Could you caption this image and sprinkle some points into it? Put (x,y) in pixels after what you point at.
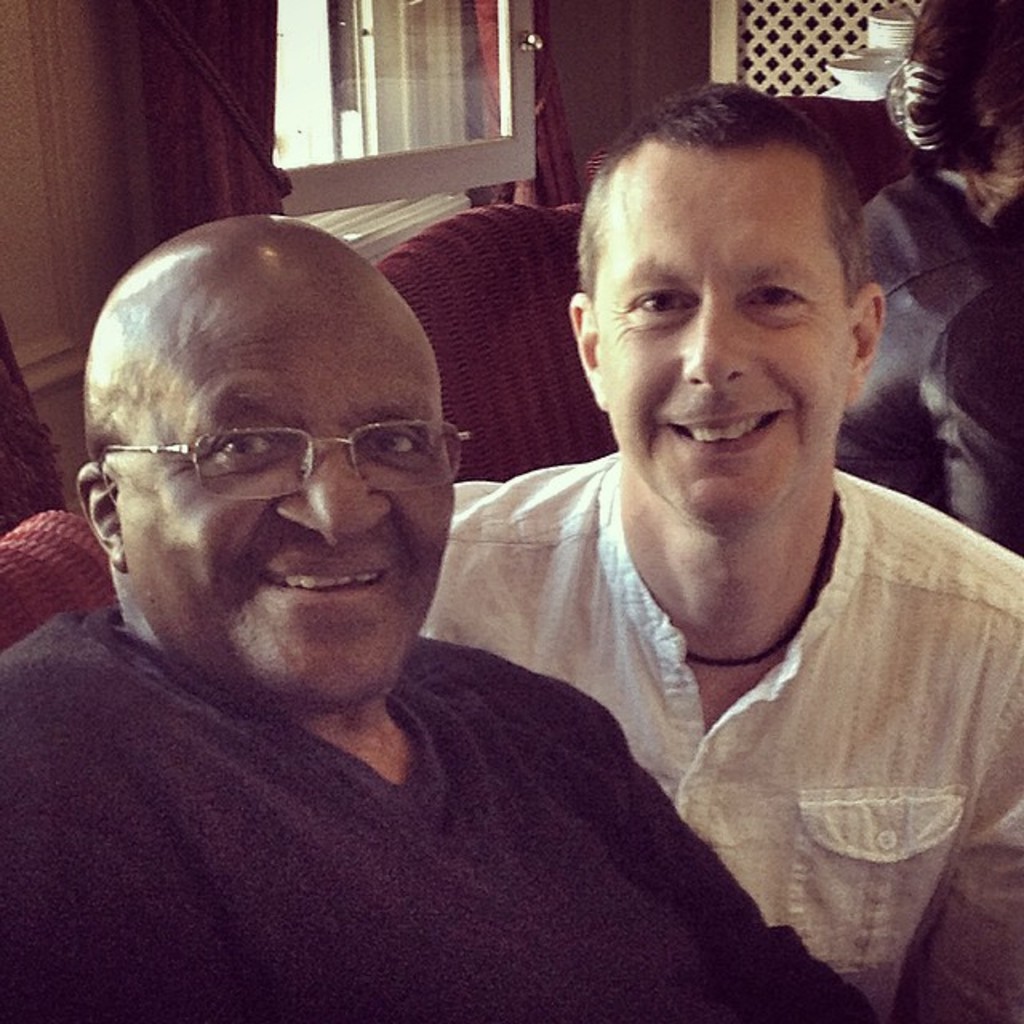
In this picture we can see two people (335,941) smiling and at the back of them we can see a person (932,34), wall (88,36), window (381,17), chairs (567,237), some objects (873,66).
